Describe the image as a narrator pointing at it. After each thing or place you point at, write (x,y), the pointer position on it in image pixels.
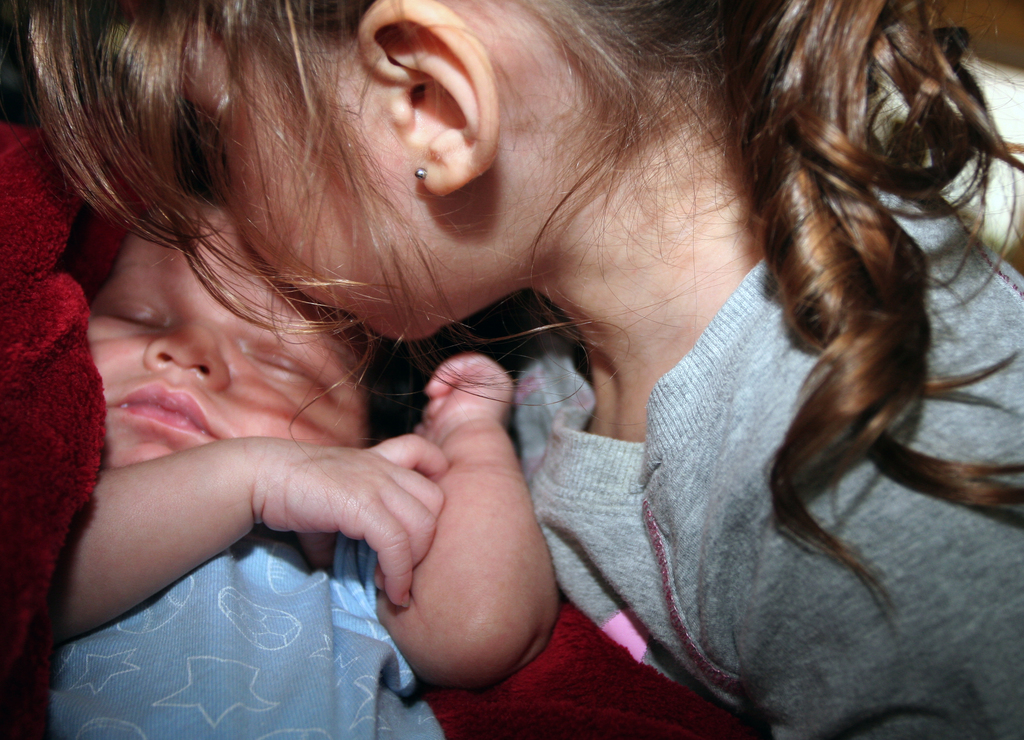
In this picture in the center (568,383) there are persons (363,371). On the left side (228,444) there is a kid (182,544) sleeping.
